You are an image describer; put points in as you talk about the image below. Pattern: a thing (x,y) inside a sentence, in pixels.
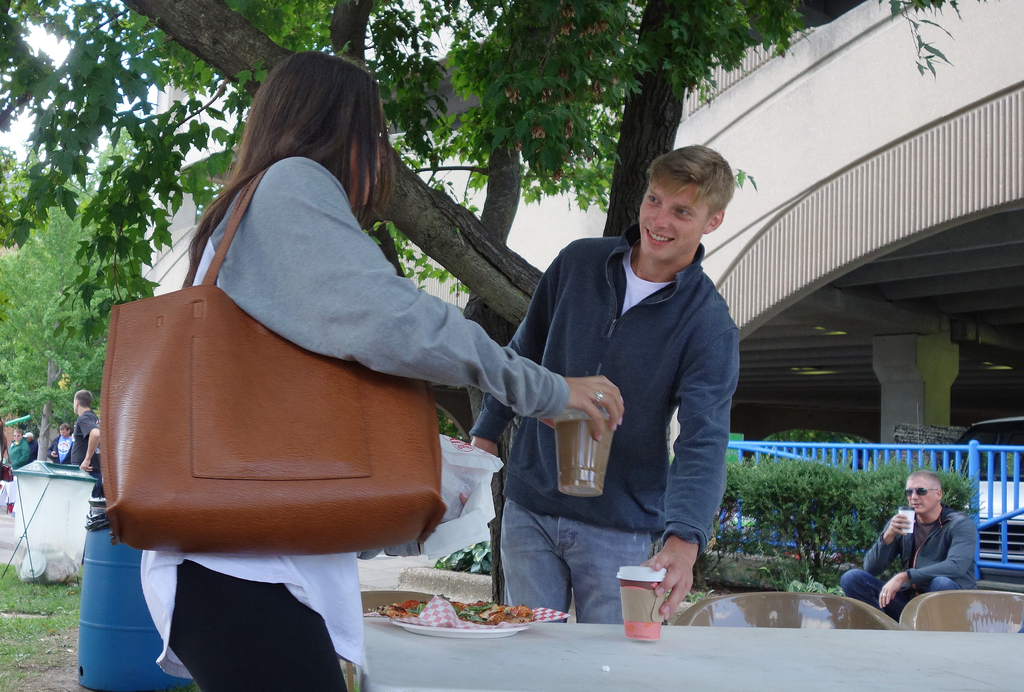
In the middle (598,302) there is a man (646,395) he wear jacket (626,358) and trouser (605,538) he is smiling. On the left (337,296) there is a woman (294,292) her hair (287,134) is long she wear handbag (255,460). In the middle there is a table (614,632) on that table (583,641) there is a plate (449,632) and cup (644,632). In the background (861,506) there are some people (86,423), trees (486,138), plants (833,487) and building (864,254).
